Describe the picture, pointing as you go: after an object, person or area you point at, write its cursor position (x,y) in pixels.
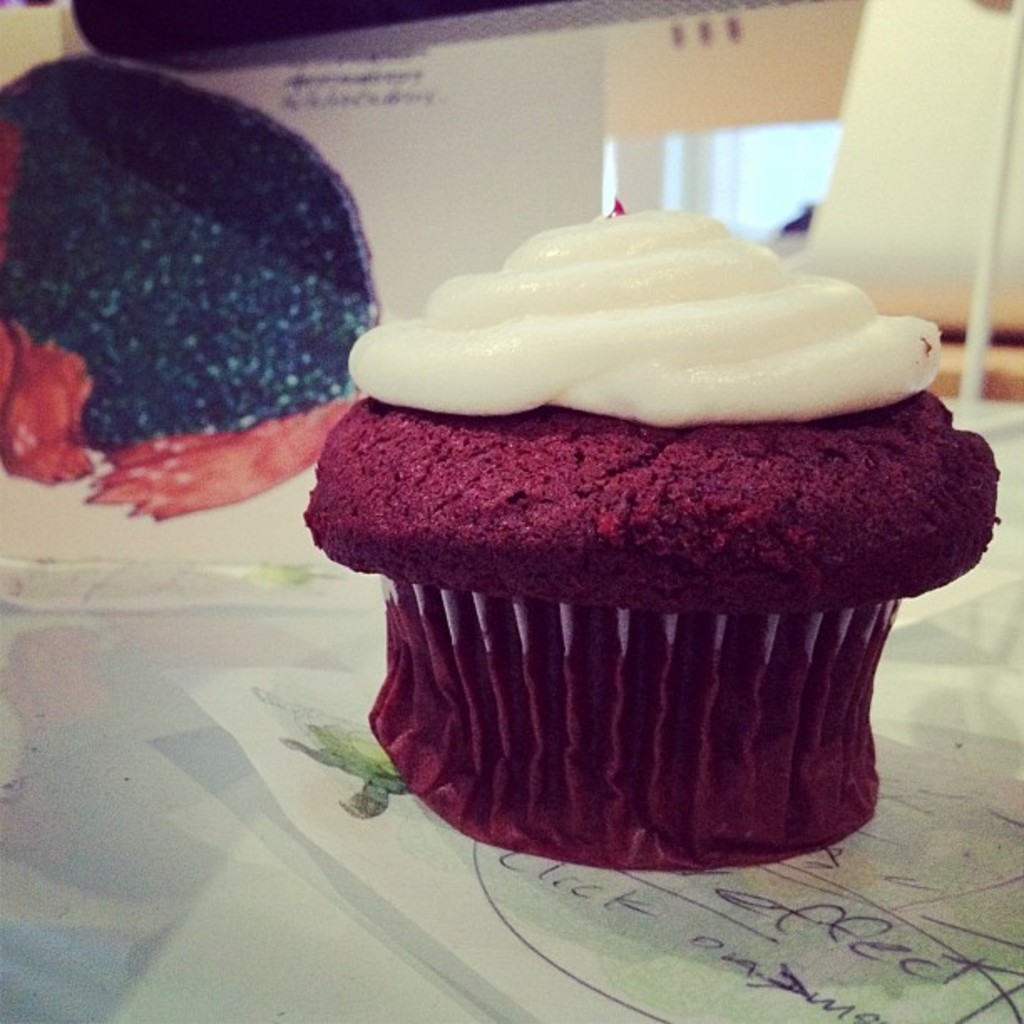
In this image, this looks like a muffin (630,542) with the cream (556,326) on it. In the background (258,345), I think these are the posters (443,183). I think this is a table (449,919).
